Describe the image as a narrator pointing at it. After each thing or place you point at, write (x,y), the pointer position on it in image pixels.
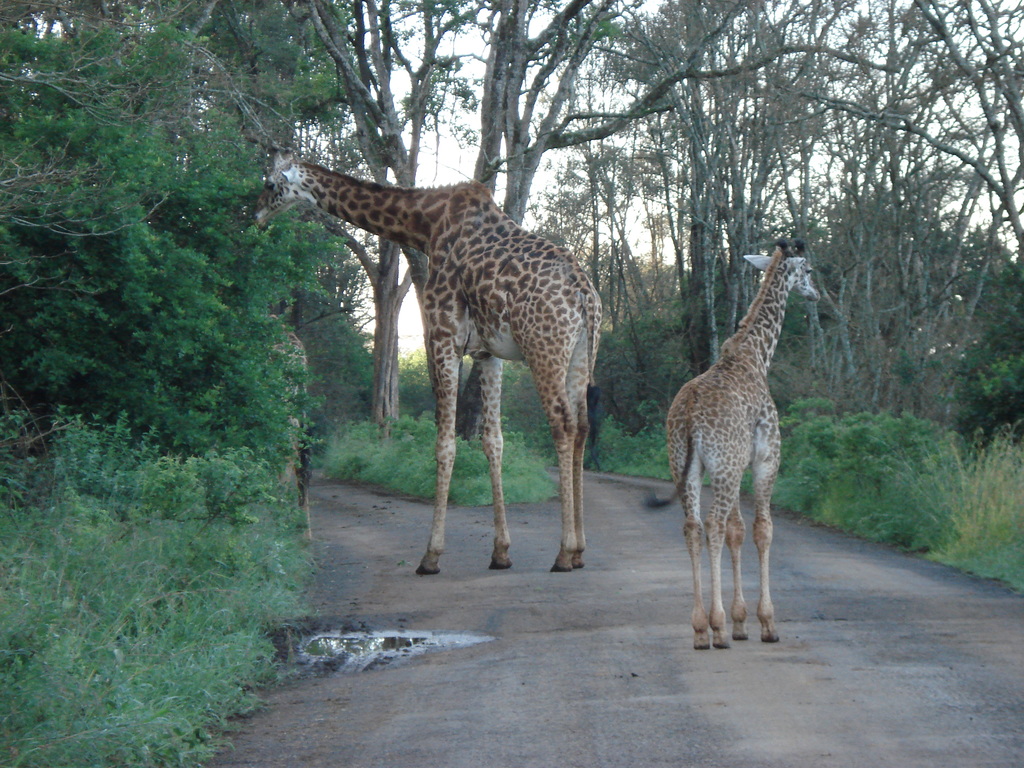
In this image we can see few giraffes (768,583) on the road (657,565) and there are some plants (180,747) and trees (934,24) and we can see the sky (652,228).
